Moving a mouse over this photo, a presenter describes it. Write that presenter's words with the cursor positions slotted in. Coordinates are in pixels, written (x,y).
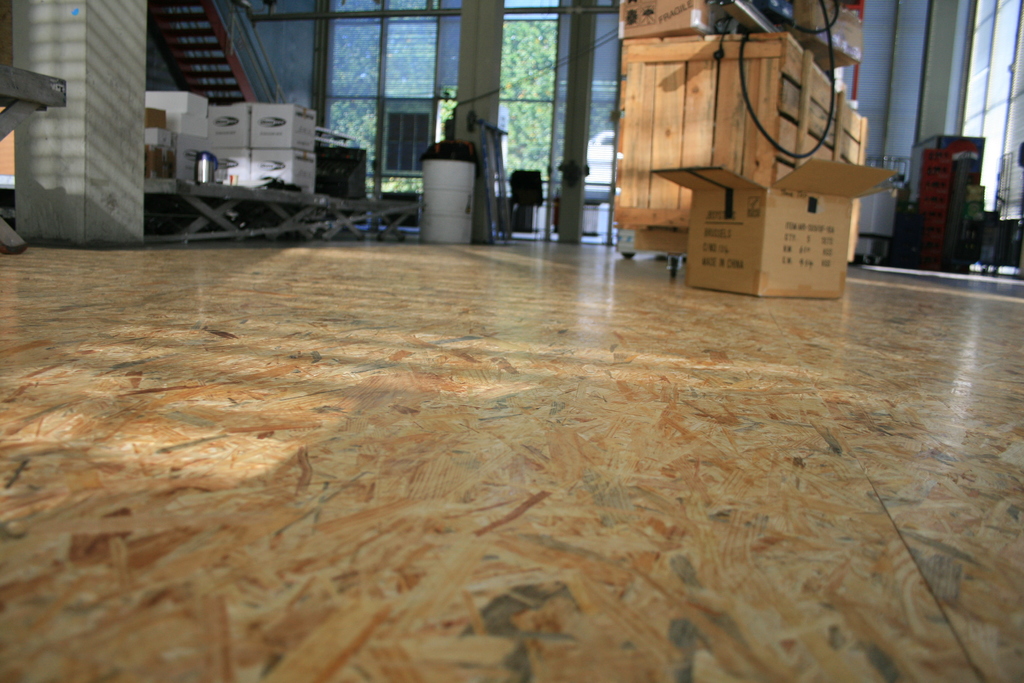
As we can see in the image there is a wall (298,37), window (340,53), door (589,63), boxes (654,163) and a dustbin (440,167).
